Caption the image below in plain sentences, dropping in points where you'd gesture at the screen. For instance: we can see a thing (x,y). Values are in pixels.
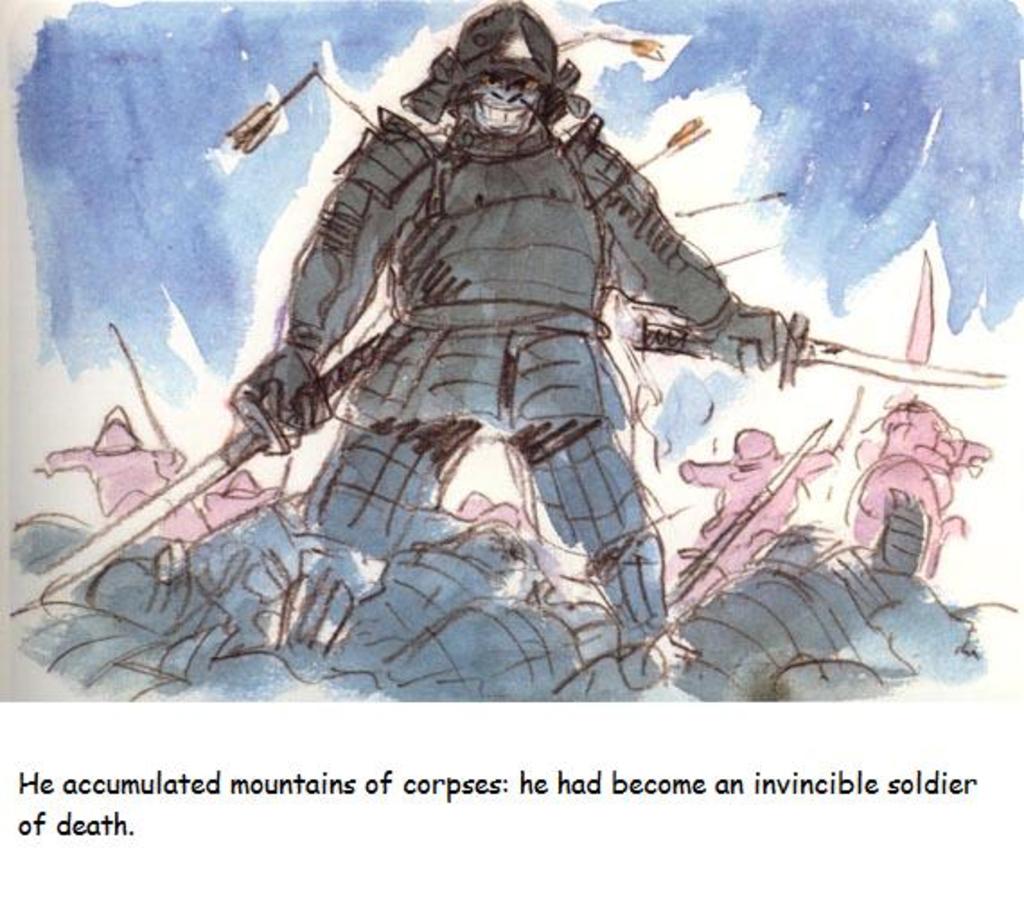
In this picture in the middle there is soldier (541,26) and something is written at the bottom (574,777). It say he accumulated mountain of corpses he had become an invincible soldier.
